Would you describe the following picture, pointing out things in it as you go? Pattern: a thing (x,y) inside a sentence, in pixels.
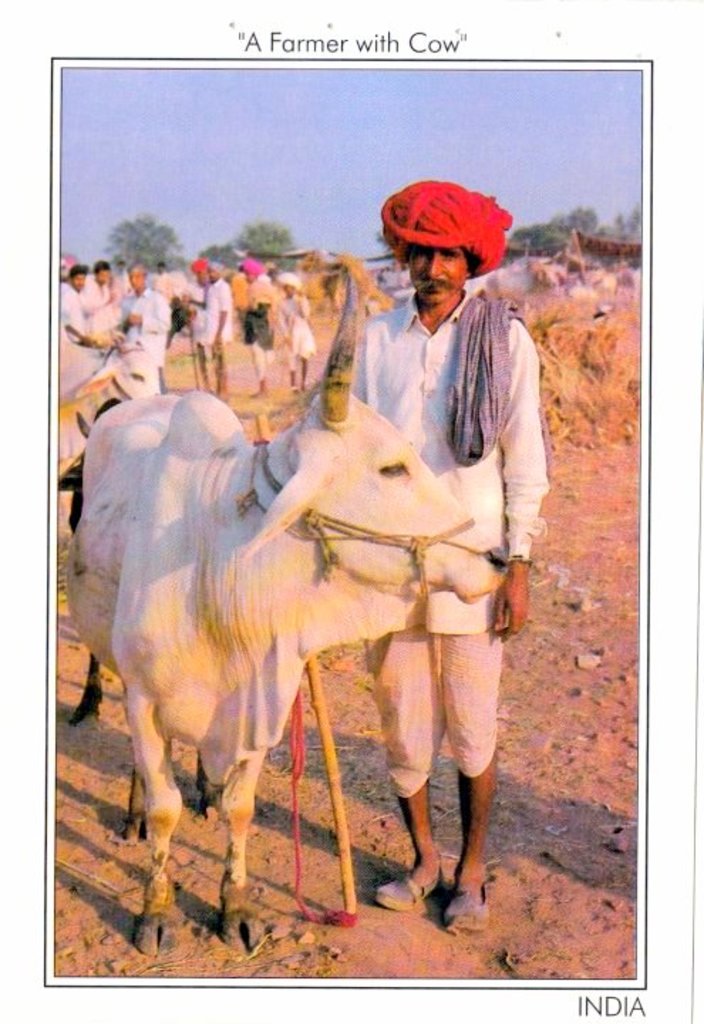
This is an edited image in this image in the center (412,376) there is one person (411,630) who is standing and he is holding one stick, beside him there is one ox (226,617) and in the background (146,307) there are some persons (195,307) who are standing and there are some trees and houses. At the bottom (523,901) there is sand (565,909).
